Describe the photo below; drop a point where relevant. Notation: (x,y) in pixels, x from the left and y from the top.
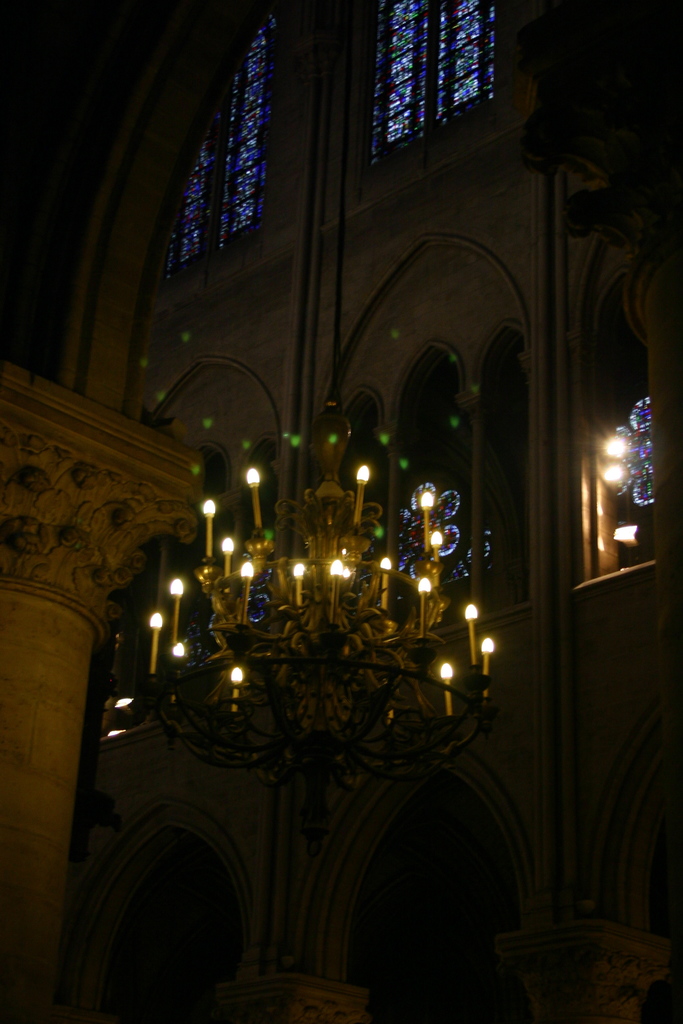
In this image, we can see the inside view of a building (236,446). Here we can see a chandelier (320,656), pillars (6,840), walls (607,767), glass objects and lights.
